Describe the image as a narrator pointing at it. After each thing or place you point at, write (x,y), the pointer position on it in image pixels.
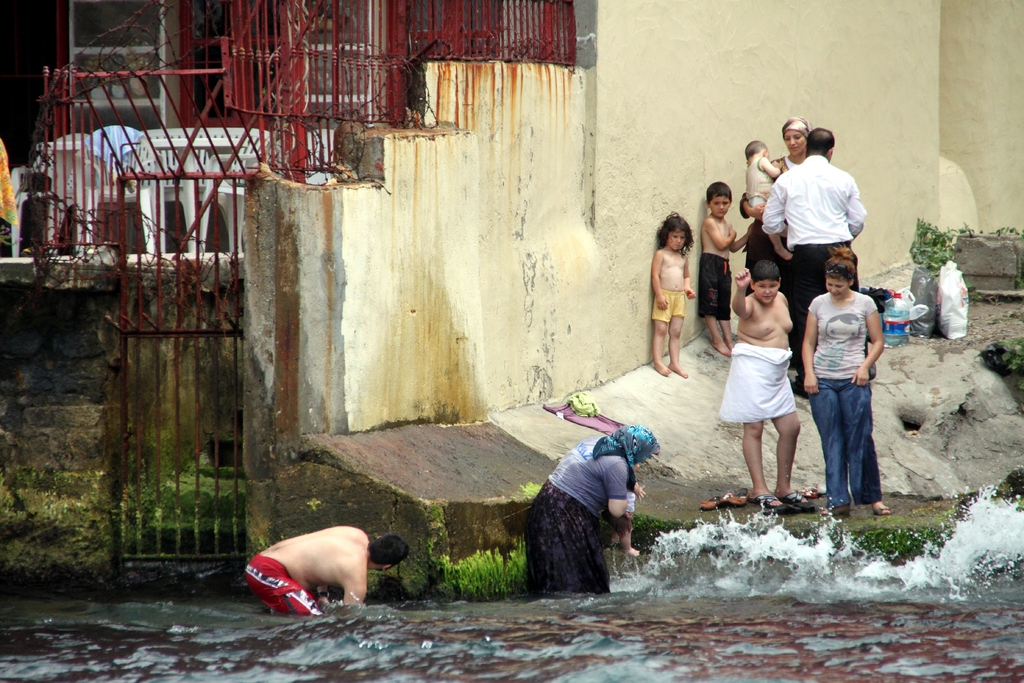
In this image we can see people (879,322) standing in the water (980,622) and we can also see fencing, walls (890,258), water (523,600), rocks (1018,429) and grass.
